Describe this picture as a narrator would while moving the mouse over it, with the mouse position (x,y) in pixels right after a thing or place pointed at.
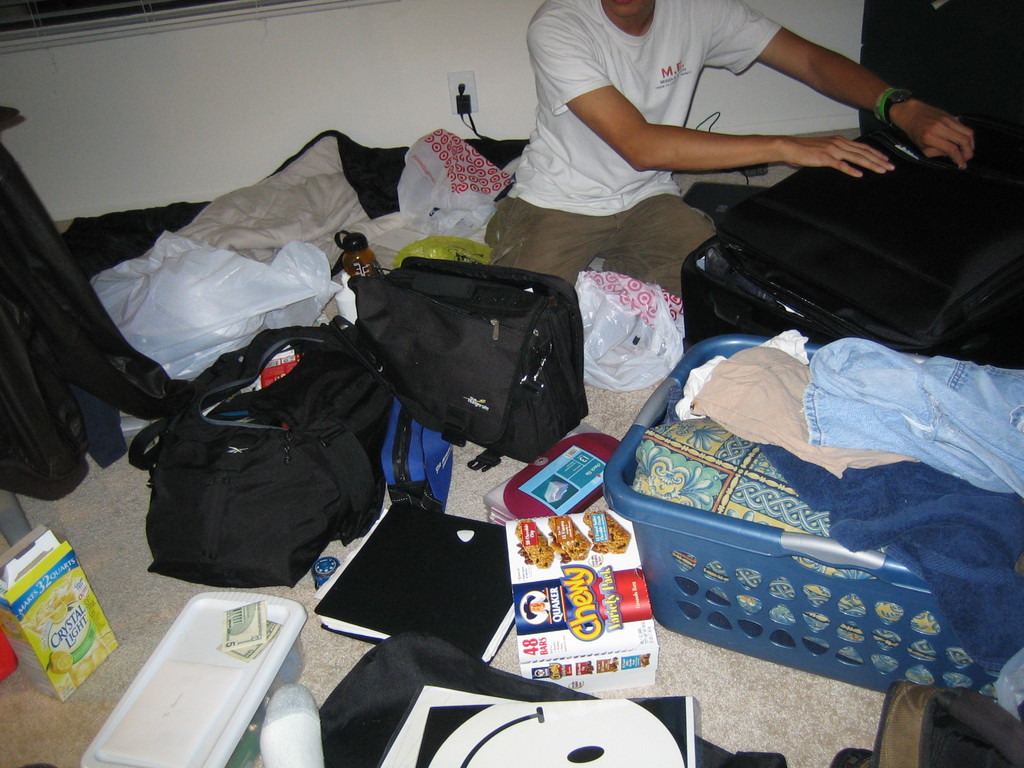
In this picture there is a person (611,197) sitting over here and is holding a suitcase (864,196) and there are some bags (174,469), books (411,522), objects (663,527) placed on the floor (797,679).
